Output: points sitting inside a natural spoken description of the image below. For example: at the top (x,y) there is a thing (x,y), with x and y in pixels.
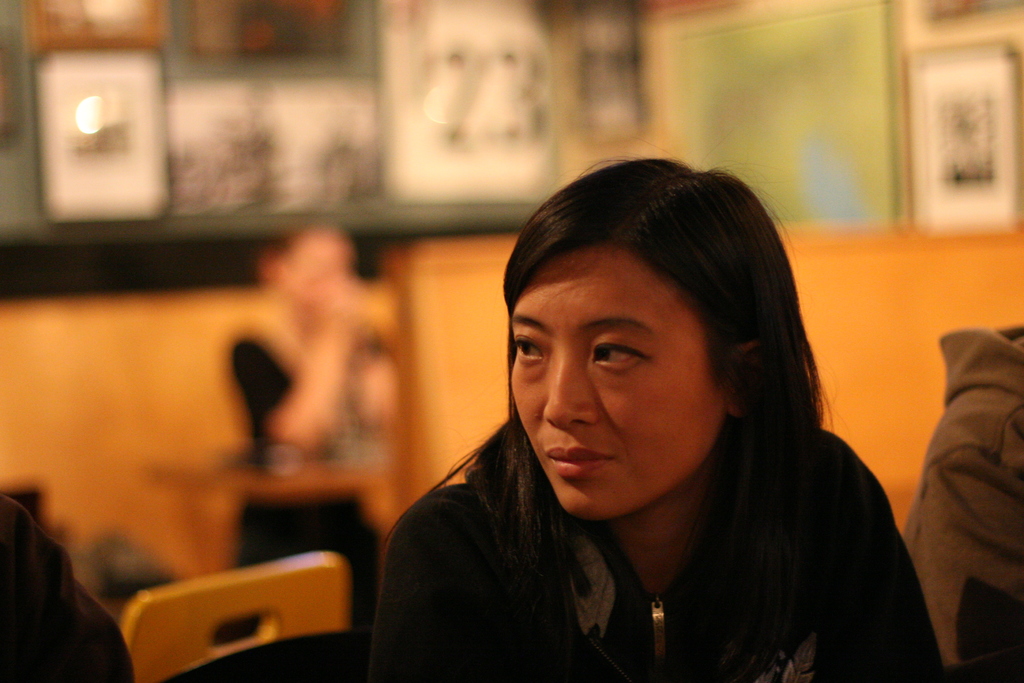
In this image I can see the group of people (655,587) with black and grey color dresses (484,560). And I can see some frames (718,120) to the wall (559,92). And there is a blurred background (494,202).
